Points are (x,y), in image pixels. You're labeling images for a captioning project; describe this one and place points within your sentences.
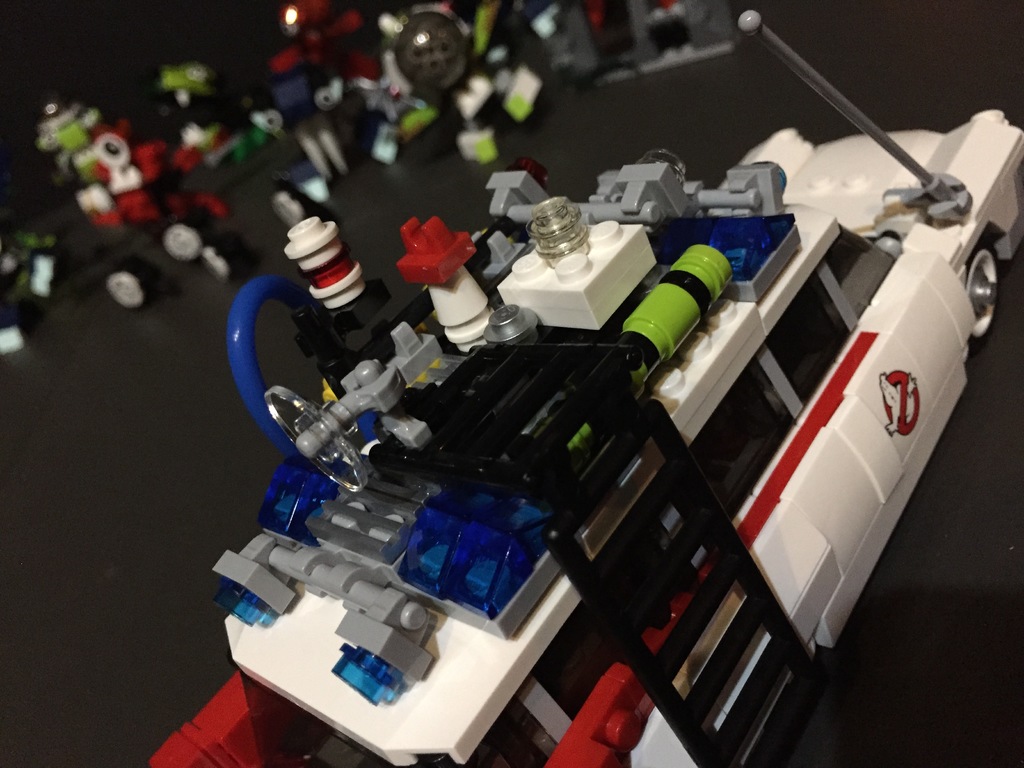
In the foreground of the picture (461,346) there is a toy car (746,443) it is white in color. In the background (243,94) there are many toys (159,161). The table (89,414) is grey in color.
